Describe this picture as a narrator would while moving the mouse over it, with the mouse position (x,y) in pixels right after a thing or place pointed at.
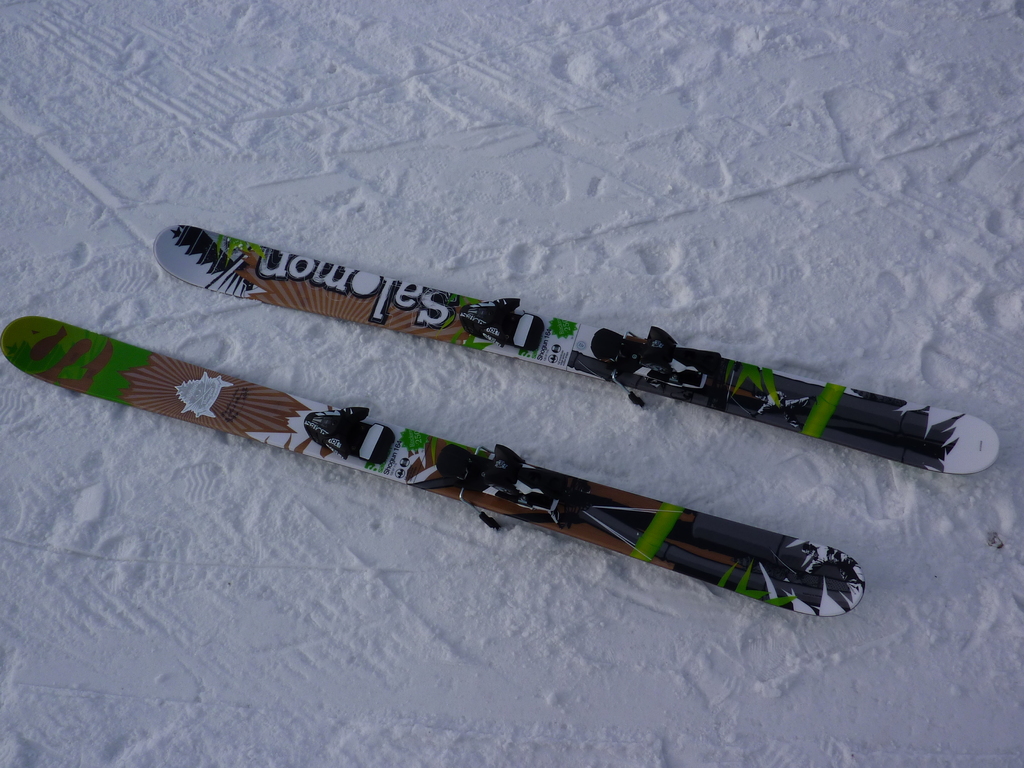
In this image I can see two ski boards (397,296) which are white, green, brown and black in color on the white colored snow (639,196).
